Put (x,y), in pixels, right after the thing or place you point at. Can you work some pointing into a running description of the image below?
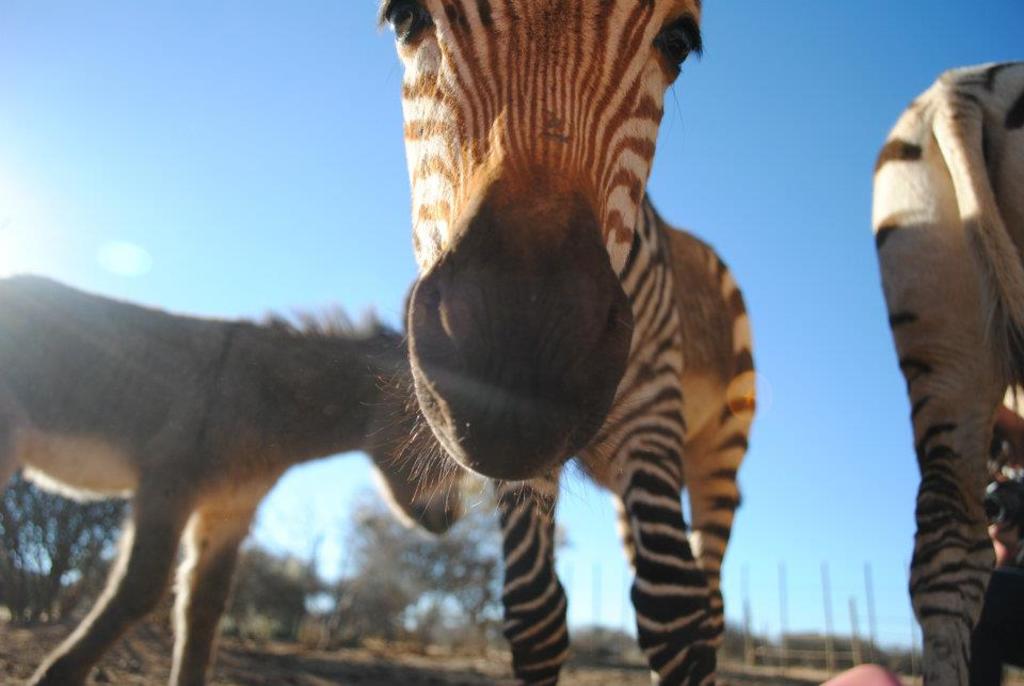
In this image, we can see animals (433,442) and in the background (385,574), there are trees (390,561) and poles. At the top (212,151), there is sky (212,151).
